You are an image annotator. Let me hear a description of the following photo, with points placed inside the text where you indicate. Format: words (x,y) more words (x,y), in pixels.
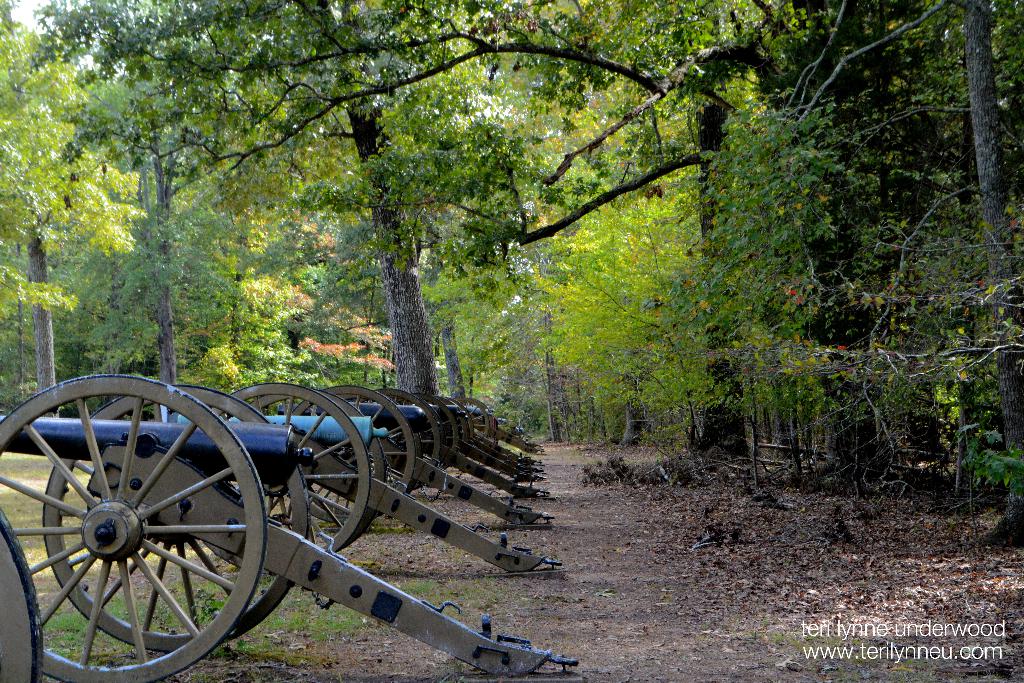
In this image we can see cannons (280,498) on the ground (384,540). On the right side of the image (708,604) we can see many trees (595,265) and leaves (894,632). On the left side of the image (138,20) we can see trees (107,356) and cannons (215,438). In the background (289,277) we can see trees (358,253) and sky (19,20).
